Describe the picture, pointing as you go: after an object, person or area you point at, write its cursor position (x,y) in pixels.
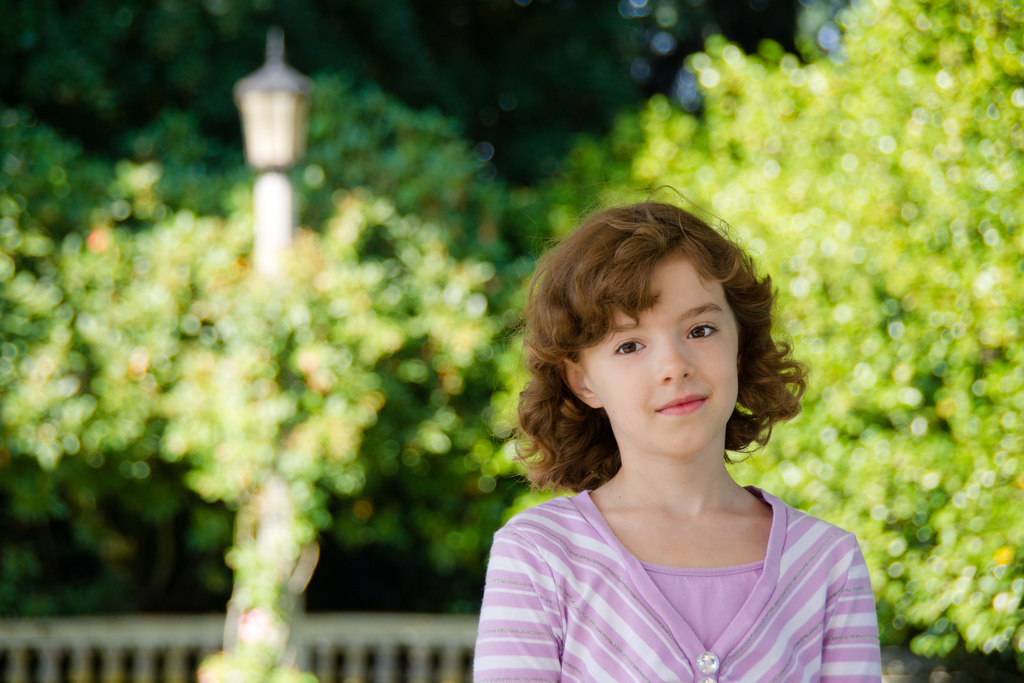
In this picture I can see a girl (681,349), and in the background (319,570) there are trees (286,282), pole (257,173), light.
